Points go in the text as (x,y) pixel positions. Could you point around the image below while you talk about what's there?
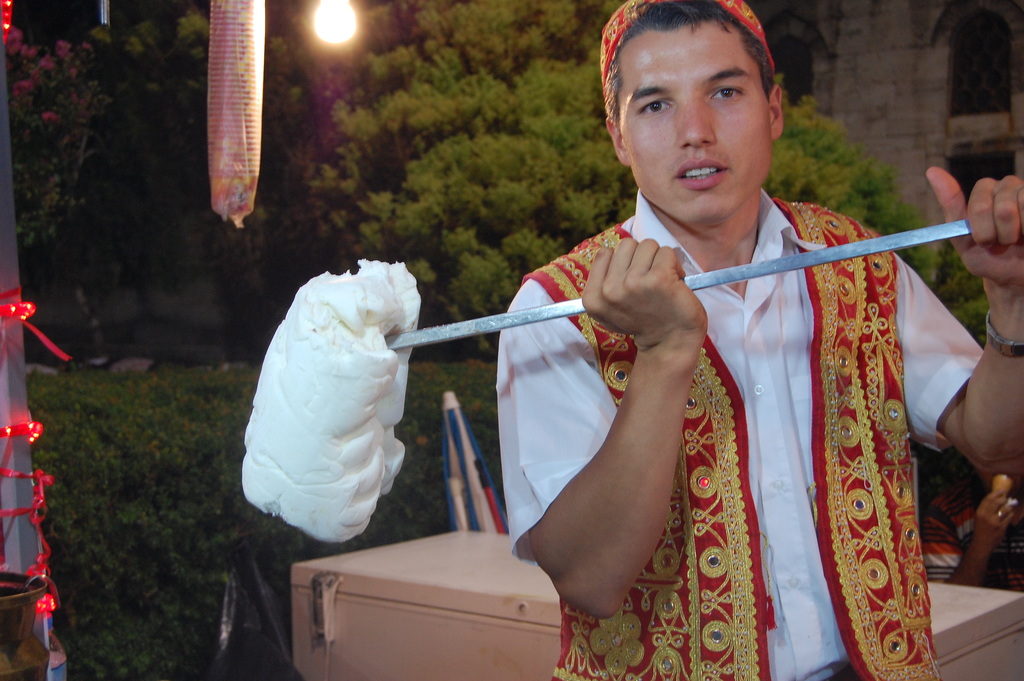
On the right side of this image (775,354) there is a man (782,397) wearing a white color shirt (788,468), red color jacket (876,380), holding a metal object (413,333) in the hands (652,295) and looking at the picture. At the back of him there is box (396,601) and some other objects (455,507). On the right side (1003,517), I can see another person's hand (986,549). In the background (59,476) there are many plants (161,446) and trees (410,142). At the top of the image (245,28) there is a light (330,31) and a paper glass set (240,110).
